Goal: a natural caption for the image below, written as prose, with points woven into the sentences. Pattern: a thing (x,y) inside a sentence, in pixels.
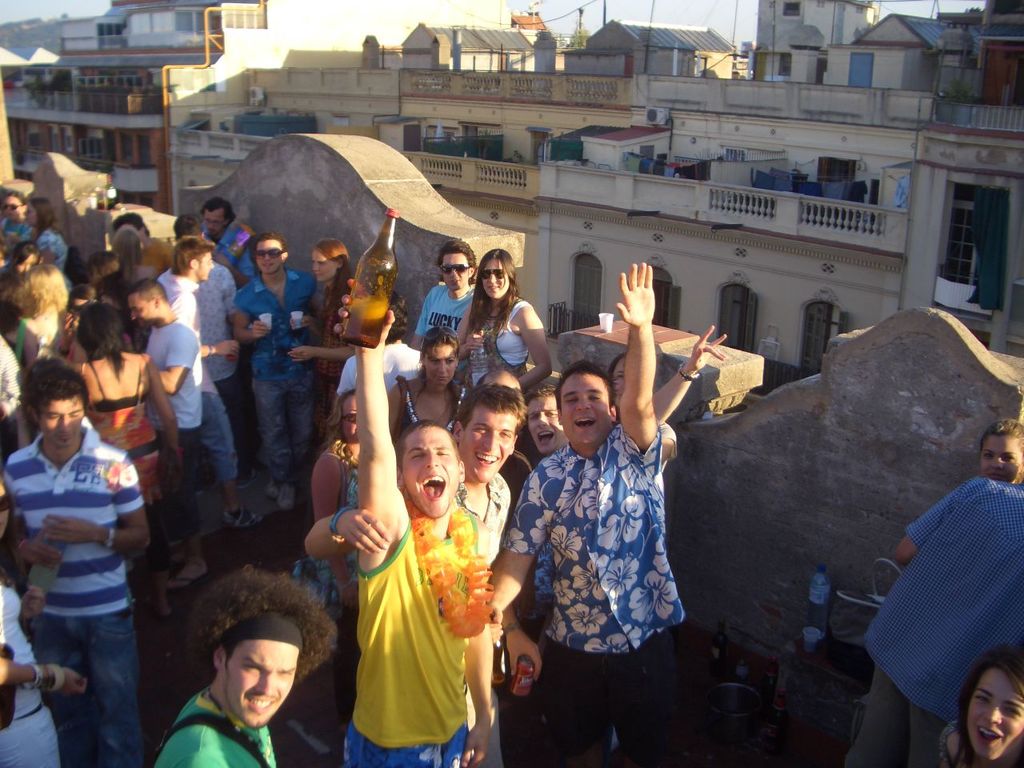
There are groups of people (245,338) standing. This man (450,463) is holding a bottle (378,277) in his hand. I can see a glass (604,330), which is placed on the wall (617,334). These are the buildings (474,91) with the windows (967,257). I can see the clothes (782,179) hanging to the rope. At the bottom of the image (857,607), I can see the bottles (822,595) and few other things (736,695) placed on the floor (761,705).
